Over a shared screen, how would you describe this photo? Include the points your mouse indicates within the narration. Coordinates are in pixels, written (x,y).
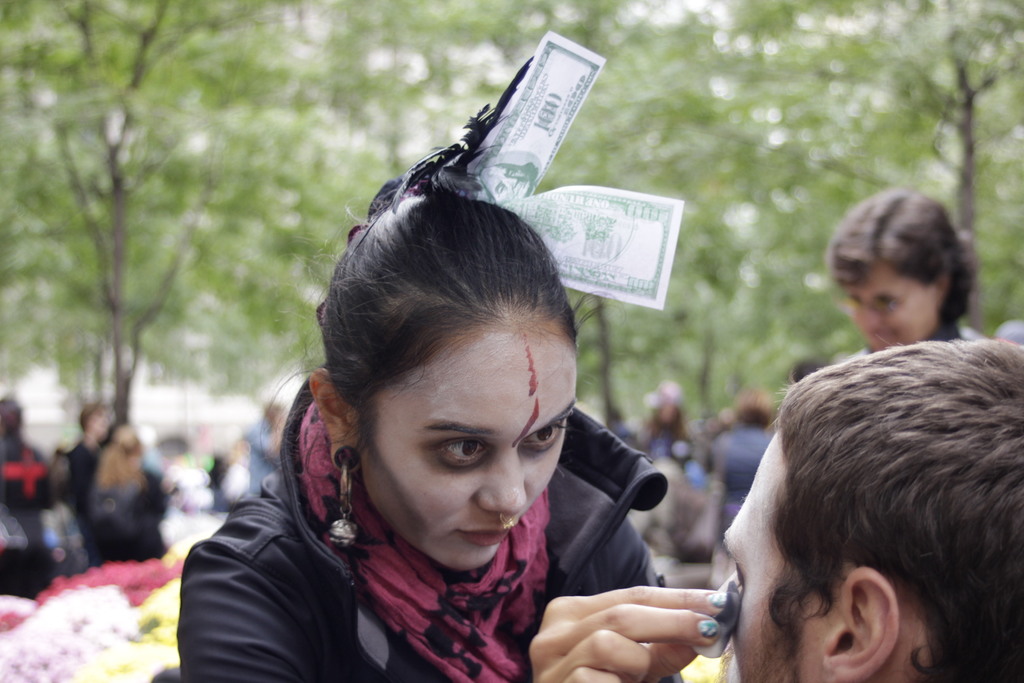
In this picture there is a woman (487,569) holding the object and there is a money (574,208) on her hair (439,214). At the back (890,250) there are group of people (124,457) and there are flowers (170,574) and trees (35,151) and there is a building (145,408).
